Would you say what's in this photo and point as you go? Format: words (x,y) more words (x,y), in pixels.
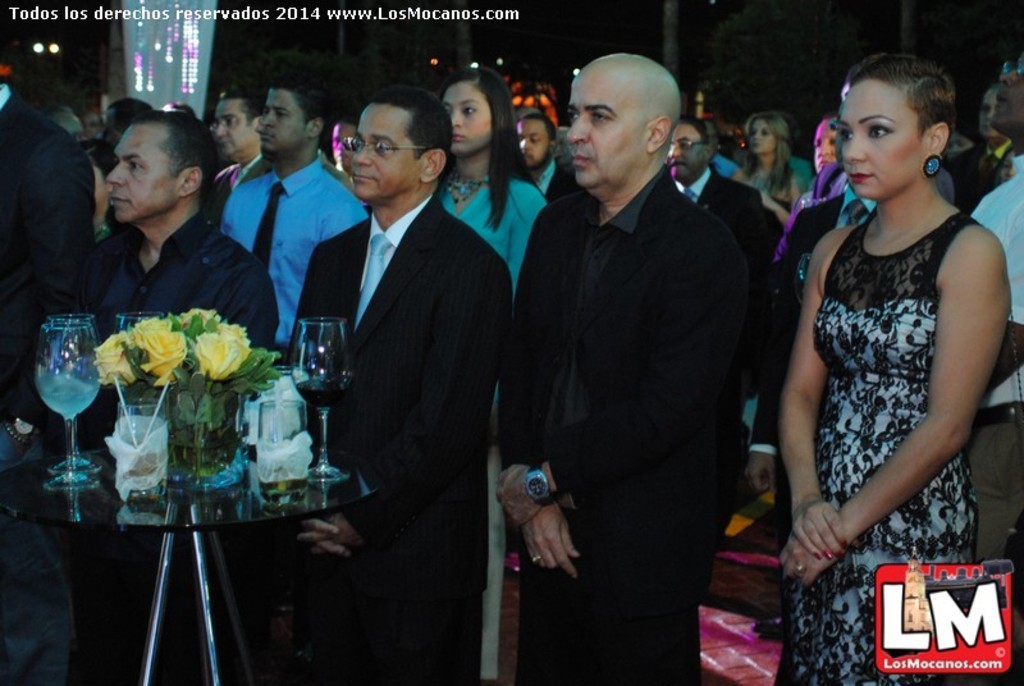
In this image we can see a group of people (843,416) standing on the ground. In the foreground of the image (250,482) we can see flowers (228,367) and leaves (216,415) in vase (216,449) and glasses (152,472) placed on a table (187,515). In the background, we can see some lights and trees (972,41).
